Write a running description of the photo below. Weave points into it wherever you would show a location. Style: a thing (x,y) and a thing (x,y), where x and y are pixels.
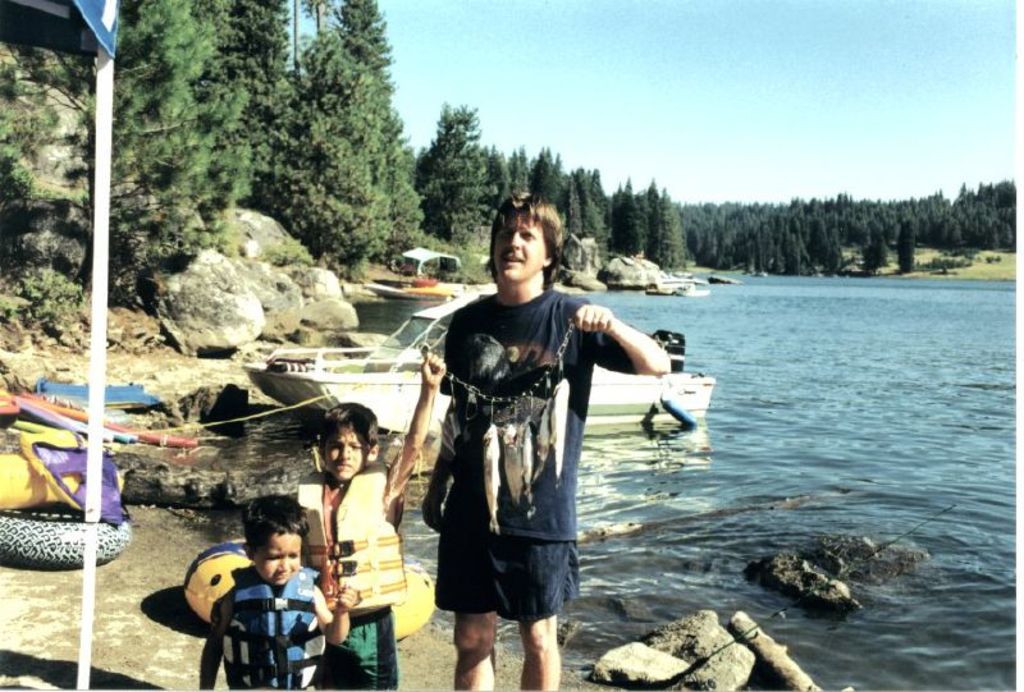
In this image we can see this person (497,299) wearing blue t-shirt (541,299) and these two children (362,580) wearing life jackets (249,638) are holding fishes (507,465) which are tied to the chain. Here we can see the pole (104,98), we can see the tubes (30,528), boats (414,352) floating in the water (819,511), we can see rocks (317,310), trees (475,248) and sky (821,143) in the background (657,96).
